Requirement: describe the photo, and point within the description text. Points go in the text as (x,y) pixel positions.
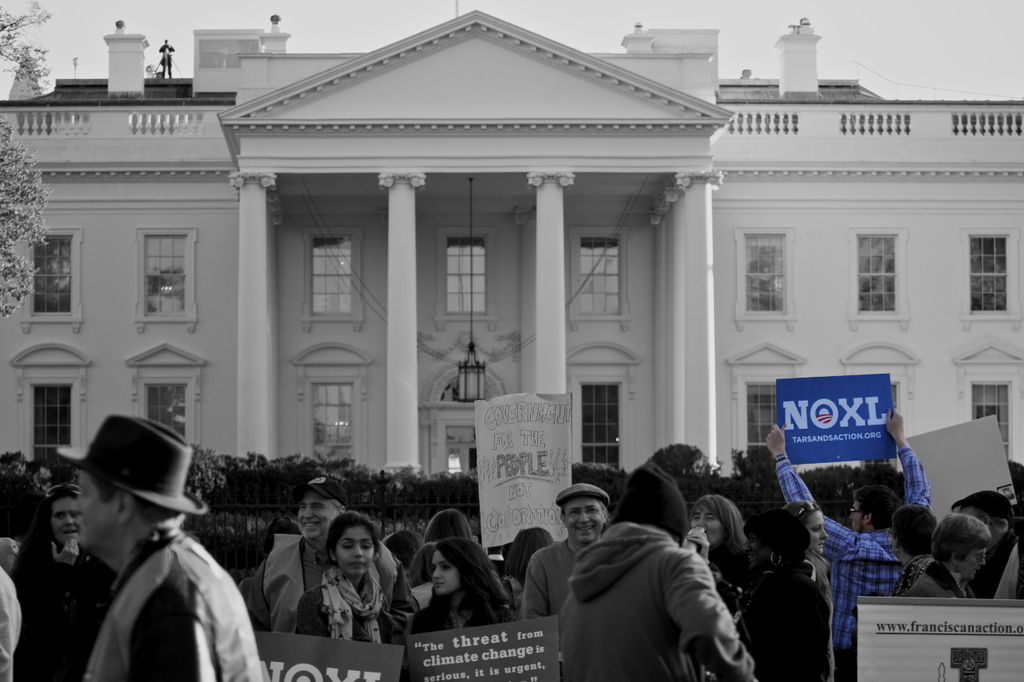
In this picture we can see some people (439,567) standing in the front (671,610), some of them are holding boards (502,542), in the background (505,178) there is a building (518,185), we can see windows (143,249) of the building (583,321), on the left side (37,272) there is a tree (11,215), this is a partly black and white picture.
